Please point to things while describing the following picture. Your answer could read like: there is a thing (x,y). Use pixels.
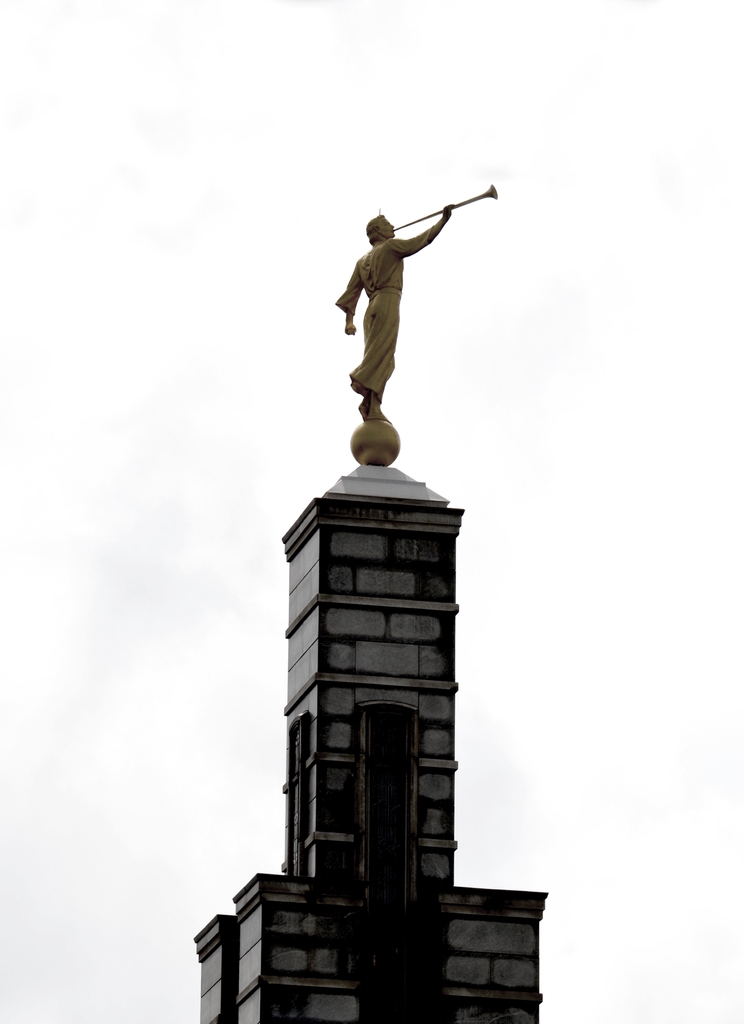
In this picture we can see a person statue (441,220) on this monument building (420,804). On the background (479,565) we can see sky (546,507) and clouds (500,499).
